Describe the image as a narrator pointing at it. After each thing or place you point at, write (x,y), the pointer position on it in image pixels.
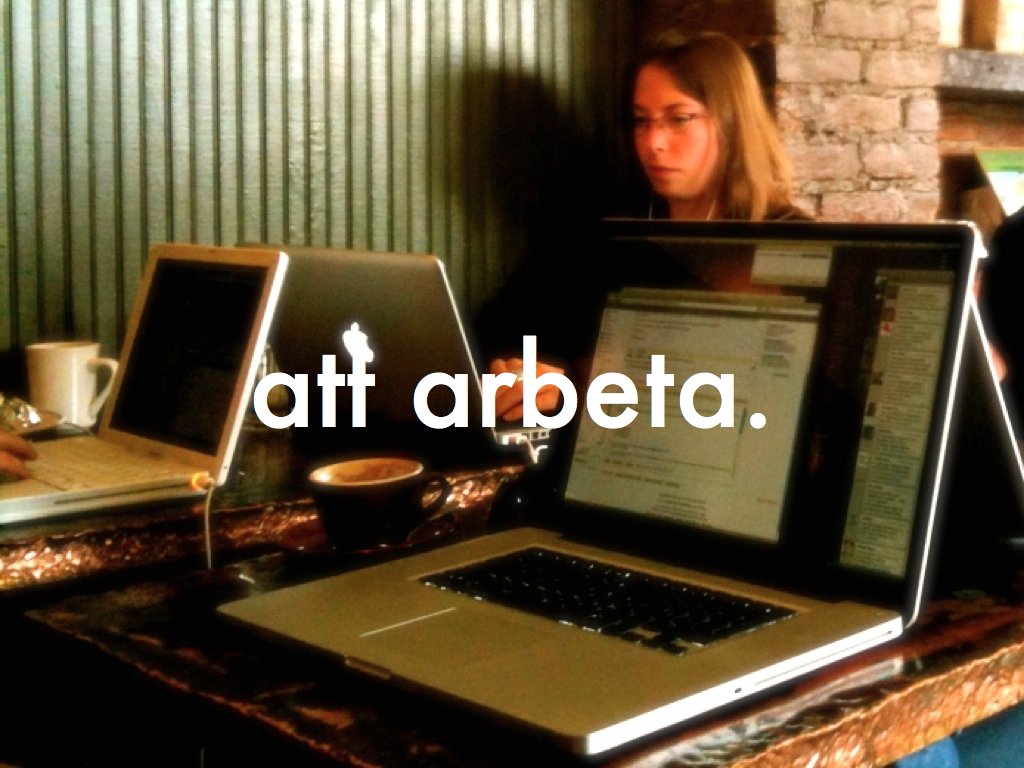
In this image, I can see a woman (718,177). There are laptops (442,550) and cups (55,388) on a table (834,689). In the center of the image (661,408), I can see a watermark (570,408). In the background (355,194), there is a wall (212,4).
